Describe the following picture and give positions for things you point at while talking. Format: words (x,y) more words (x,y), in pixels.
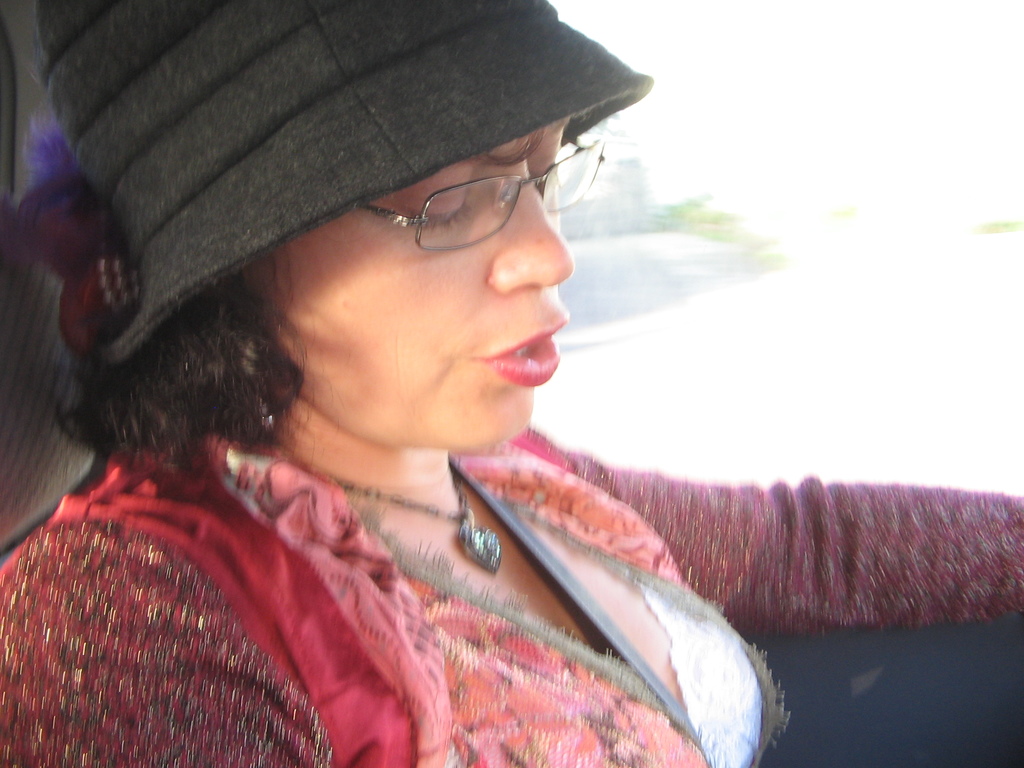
This picture describe about a lady (438,555) wearing a pink color jacket (469,694) and black cap (223,191) on the head (470,236) sitting on the car seat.
